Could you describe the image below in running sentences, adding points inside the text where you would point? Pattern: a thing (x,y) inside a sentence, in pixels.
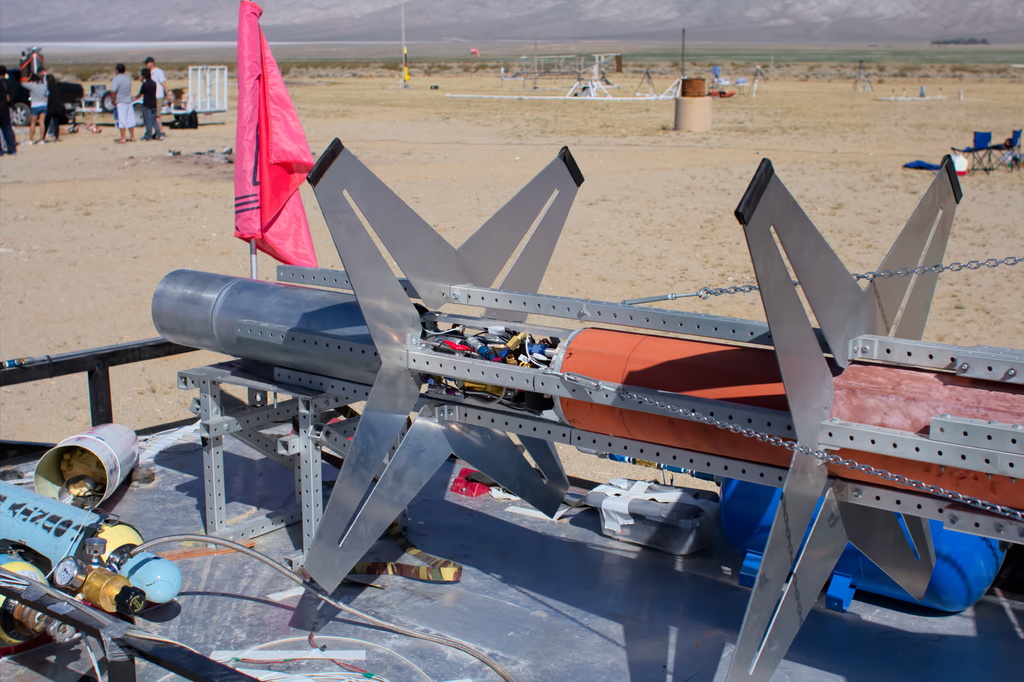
In this image there is some object (781,198) with flag (244,88) on pole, beside that there are so many people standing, also there are so many other things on the ground (607,159) and some mountains (794,30).
